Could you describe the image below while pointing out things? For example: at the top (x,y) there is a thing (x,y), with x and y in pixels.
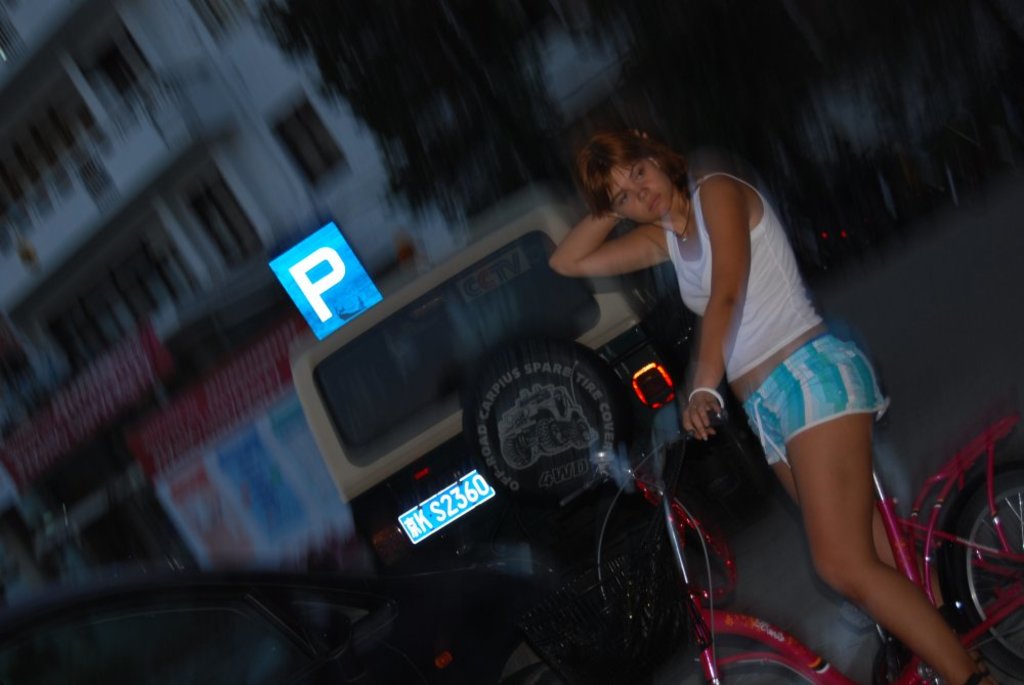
In this image I can see a woman (752,246) on a cycle (900,517). In the background (582,399) I can see few vehicles (391,444), trees (410,151) and a building (284,176).
